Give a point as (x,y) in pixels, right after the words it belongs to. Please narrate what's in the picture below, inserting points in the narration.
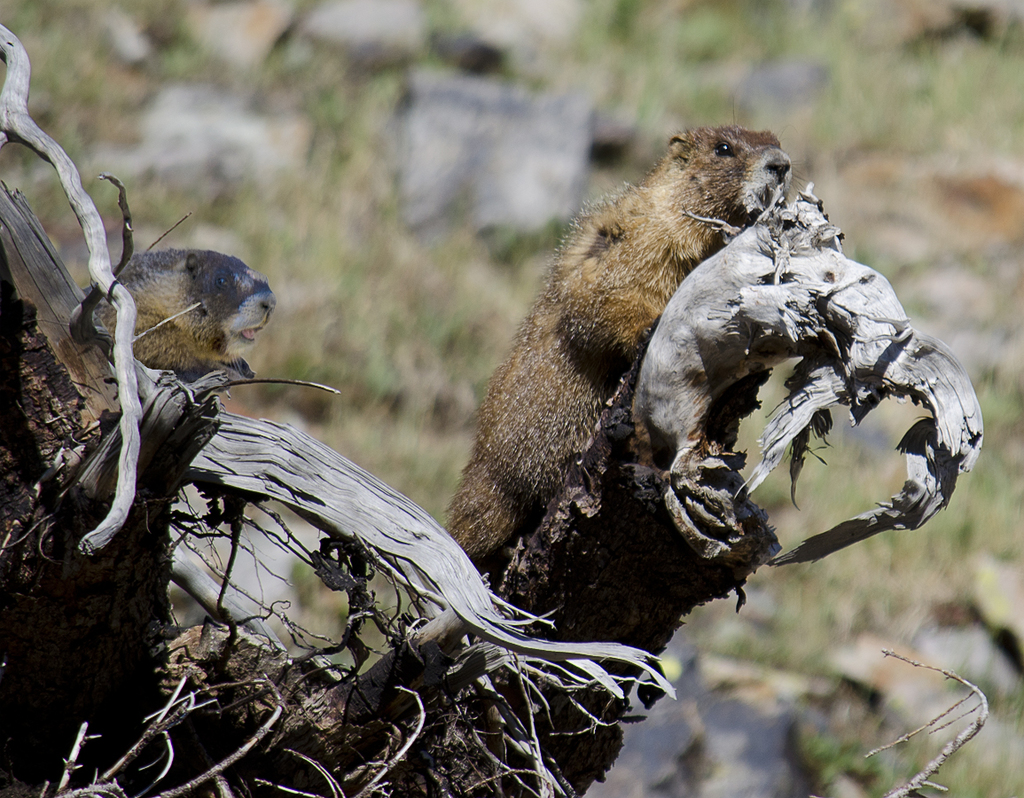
In this image I can see few animals (662,279) on the trunk (504,560). Animals (624,312) are in brown, cream and black color. Background (401,2) is blurred.
